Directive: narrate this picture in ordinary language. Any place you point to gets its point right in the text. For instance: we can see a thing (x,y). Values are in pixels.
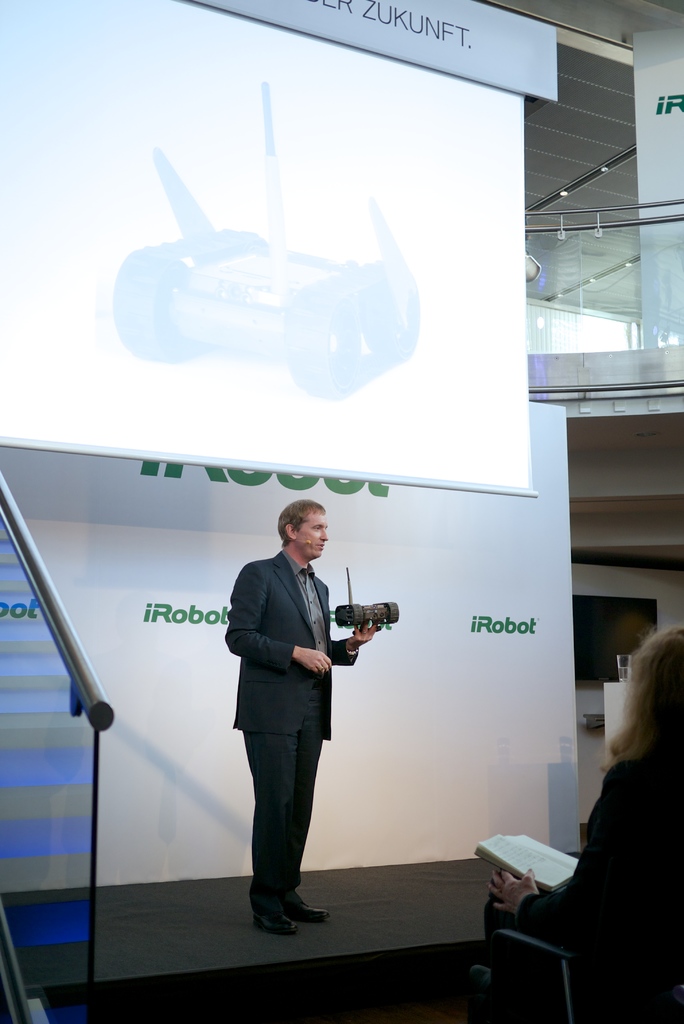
In this picture we can observe a man (286,703) standing, wearing a coat (280,684). He is holding a device (380,619) in his hand (357,632). In the left side (27,811) there is a glass (50,853). We can observe a projector display screen (244,286) here. In the right side (608,876) there is a person (599,899) sitting in the chair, holding a book (501,851). In the background (603,236) there is a railing (656,221) here.
